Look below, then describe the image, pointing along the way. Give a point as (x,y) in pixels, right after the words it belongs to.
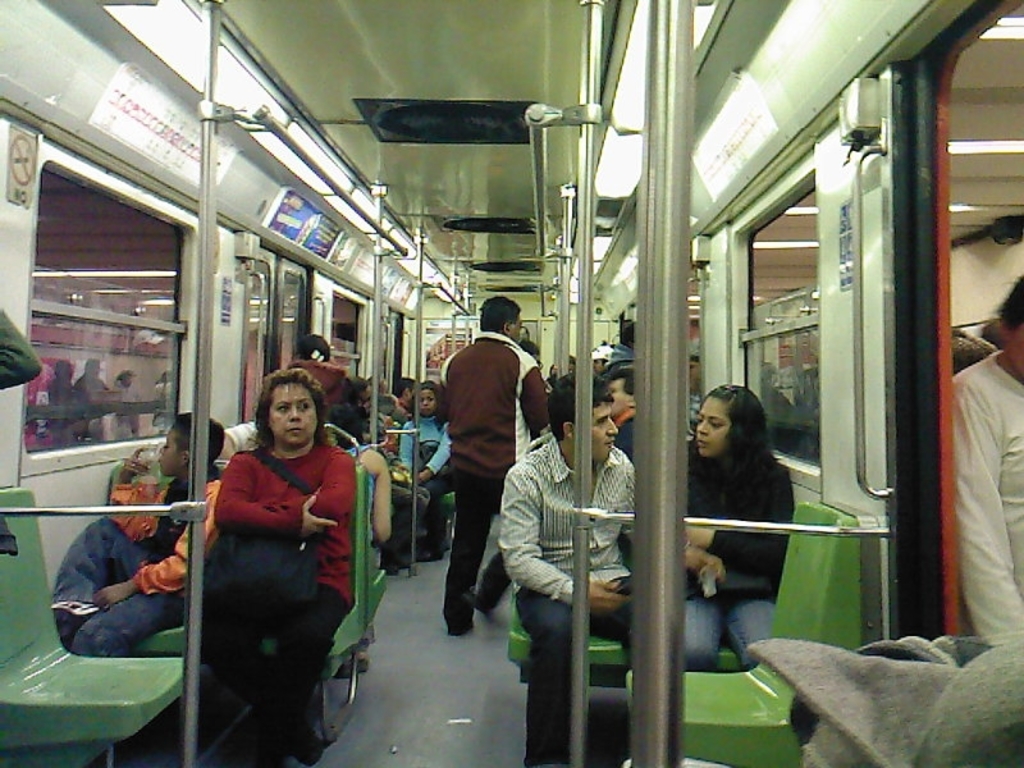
This is the inner view of a train (79,117). In this image, we can see there are persons (289,453) sitting on chairs (361,589), there is a person (493,504) walking on the floor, there are poles (647,179), windows (140,324), lights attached to the roof (628,199) and posters (302,205) pasted on the walls (619,310). Through these windows (36,262), we can see there are persons (87,370) on the platforms (793,338) and there are lights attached to the roofs (815,258) of the platforms (65,286).
